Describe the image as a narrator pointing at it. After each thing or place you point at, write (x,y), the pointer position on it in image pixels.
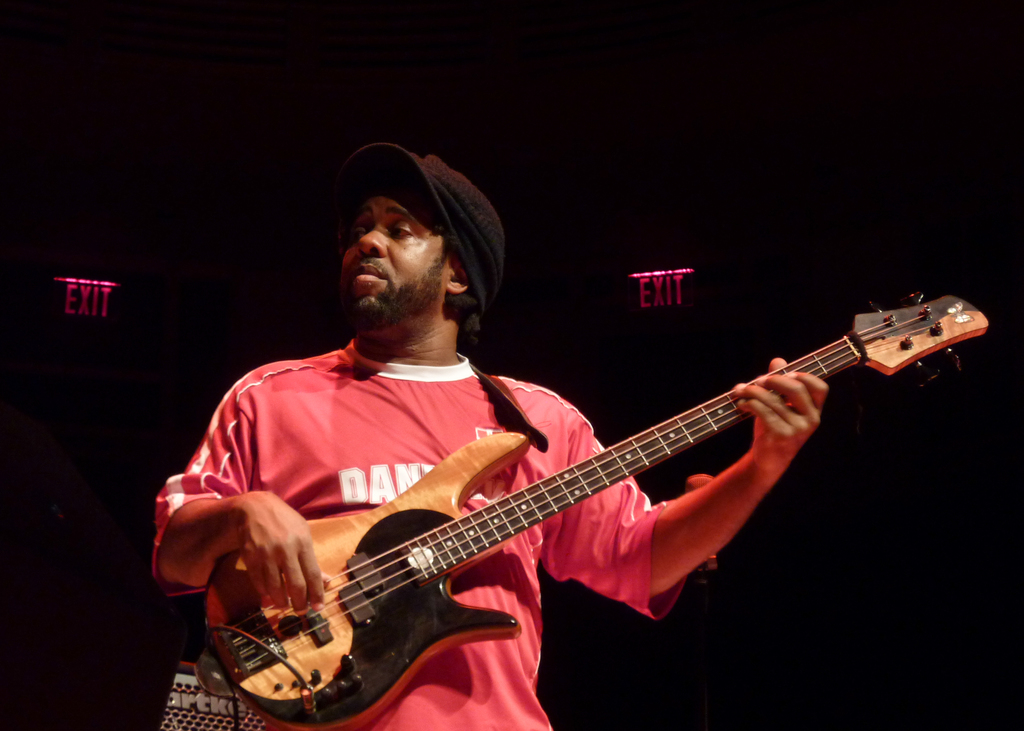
In the image there is a man (455,411) wearing a red color shirt (302,471) and holding a guitar (338,538) and playing it, in background (86,310) there is a board (84,303) which is written as exit.
